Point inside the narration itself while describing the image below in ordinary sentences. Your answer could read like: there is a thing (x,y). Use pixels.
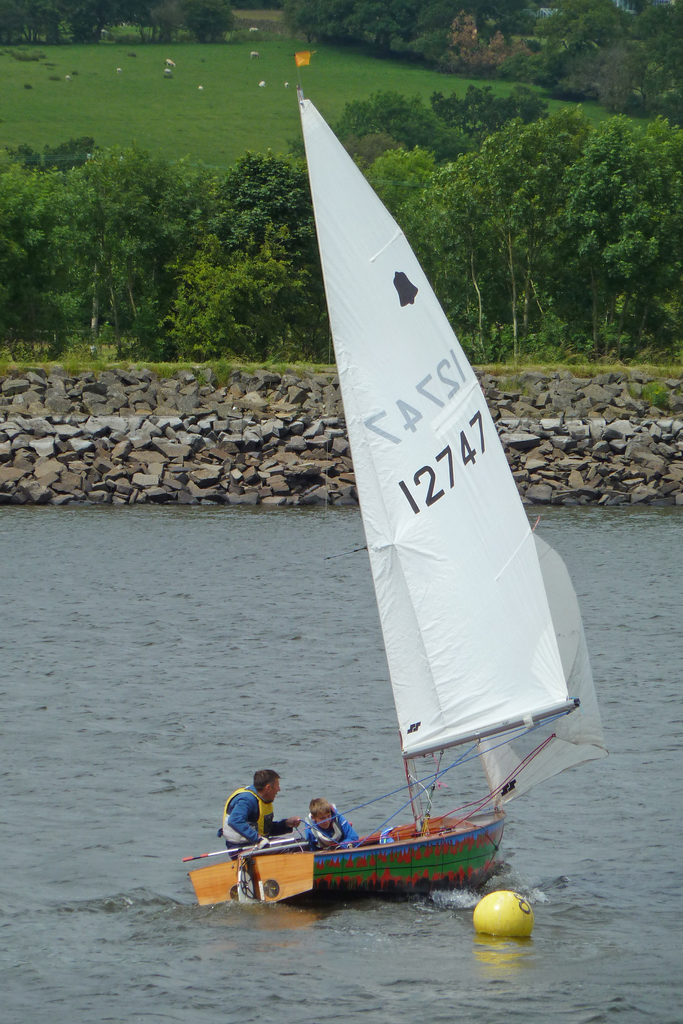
In this image we can see the boat (453,823) on the water (451,934) and there are two persons (243,844) sitting on the boat (295,858) and holding stick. And there is the balloon (503,891) on the water (544,905). And at the back (246,419) there are stones (181,405), grass (337,70), flag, and trees (90,157).
